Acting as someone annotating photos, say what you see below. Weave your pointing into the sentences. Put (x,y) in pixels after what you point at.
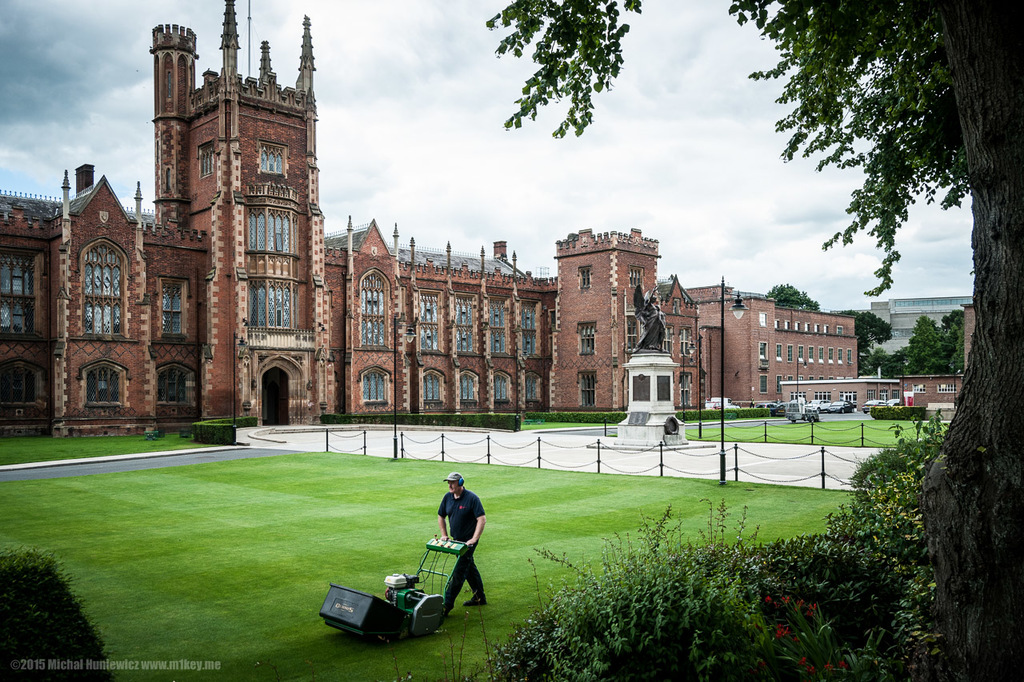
In this image we can see a man (479,526), grass cutter (360,624), plants (19,591), flowers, grass (343,556), poles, statue (662,407), vehicles (851,404), buildings (23,331), road (804,464), and trees (997,386). In the background (32,19) there is sky (825,205) with clouds (820,222).
